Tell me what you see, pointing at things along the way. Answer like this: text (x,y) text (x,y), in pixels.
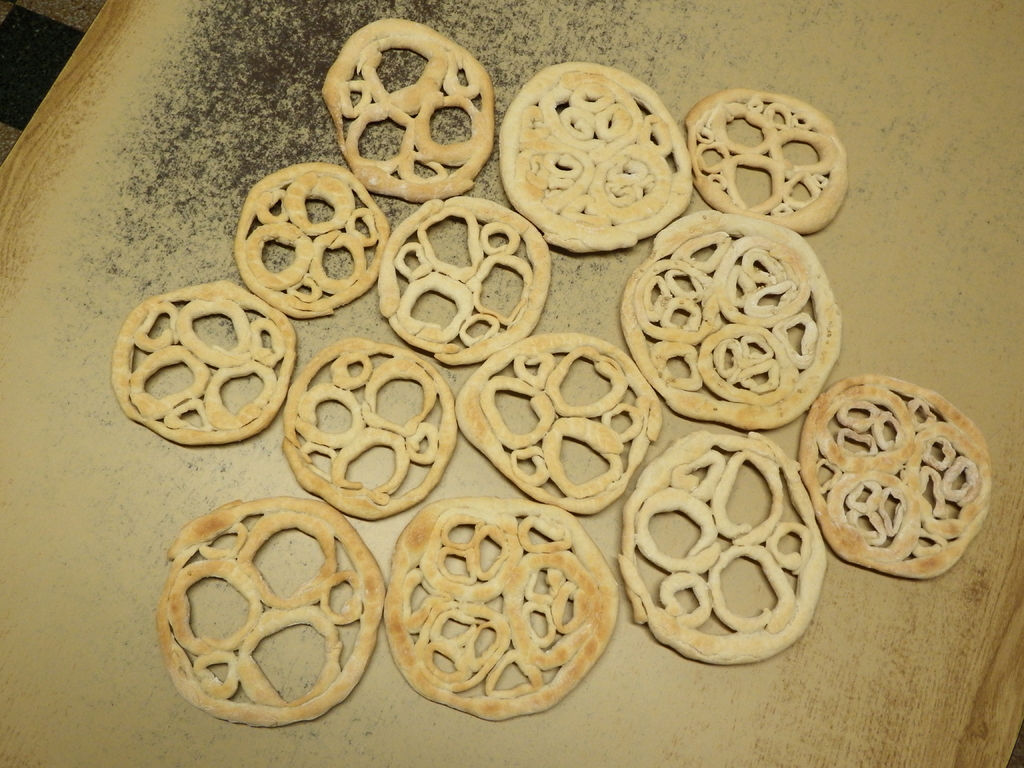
In the center of the image (342,413) there is a table (550,316). On the table (508,286) we can see some food items (602,365) are there.
